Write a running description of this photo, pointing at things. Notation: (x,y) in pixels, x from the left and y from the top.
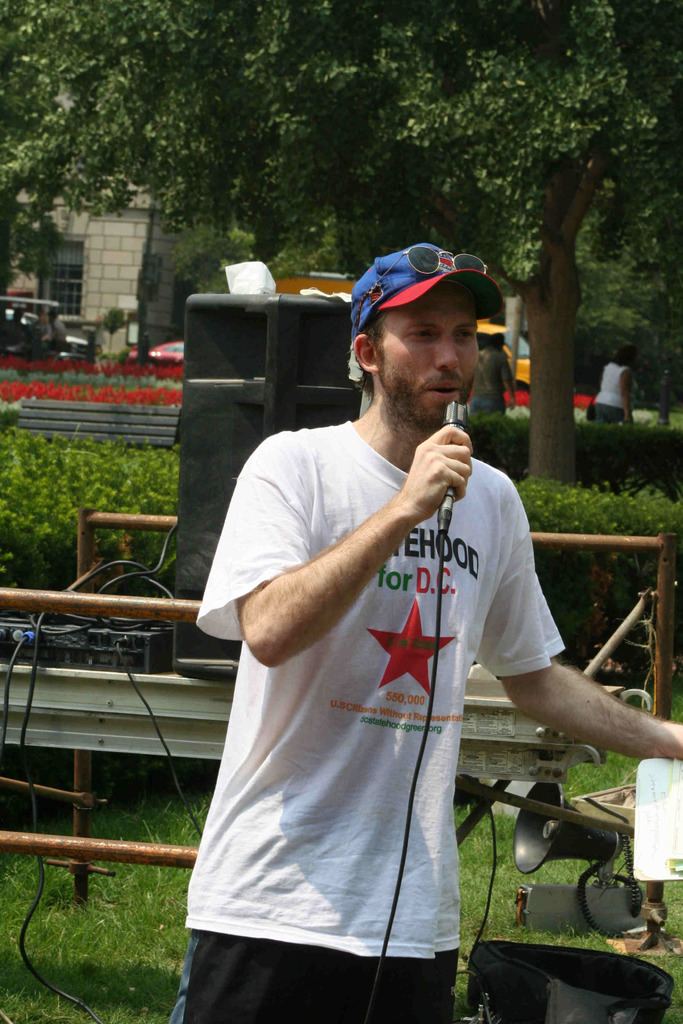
In this image we can see group of persons (329,766) standing. One person (412,589) is holding a microphone (443,507) and a book (680,798) in his hands (429,513). On the left side of the image (193,635) we can see a speaker (177,641) and a device (94,659) with cables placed on the surface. In the right side of the image (594,902) we can see a megaphone (593,847) and a bag (621,964) placed on the grass field (676,885). In the center of the image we can see some plants (108,497), a group of vehicles (517,367) parked on the ground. At the top of the image (97,292) we can see a building (105,288) with windows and some trees (434,8).
